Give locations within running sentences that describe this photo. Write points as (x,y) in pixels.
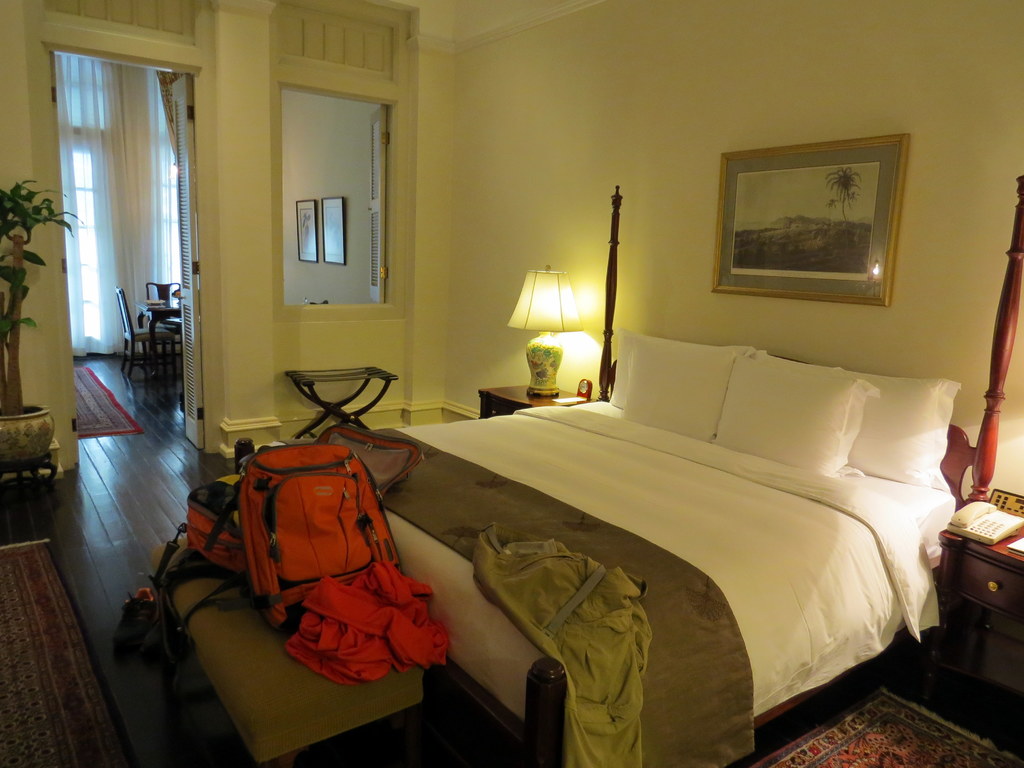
This is the inner view of a room (533,239). At the top of the image (112,219) we can see curtains (111,206), wall hangings (297,210), table (168,307), chairs (169,293) and a carpet (97,401) on the floor (31,505). In the image we can see wall hanging (784,244), bed lamp (543,352), cot (743,454), pillows (685,385), blanket (742,499), quilt (694,685), backpacks (317,543), table (225,620), carpet (44,755), house plant (26,205), telephone (985,538) and a cupboard (959,625).
